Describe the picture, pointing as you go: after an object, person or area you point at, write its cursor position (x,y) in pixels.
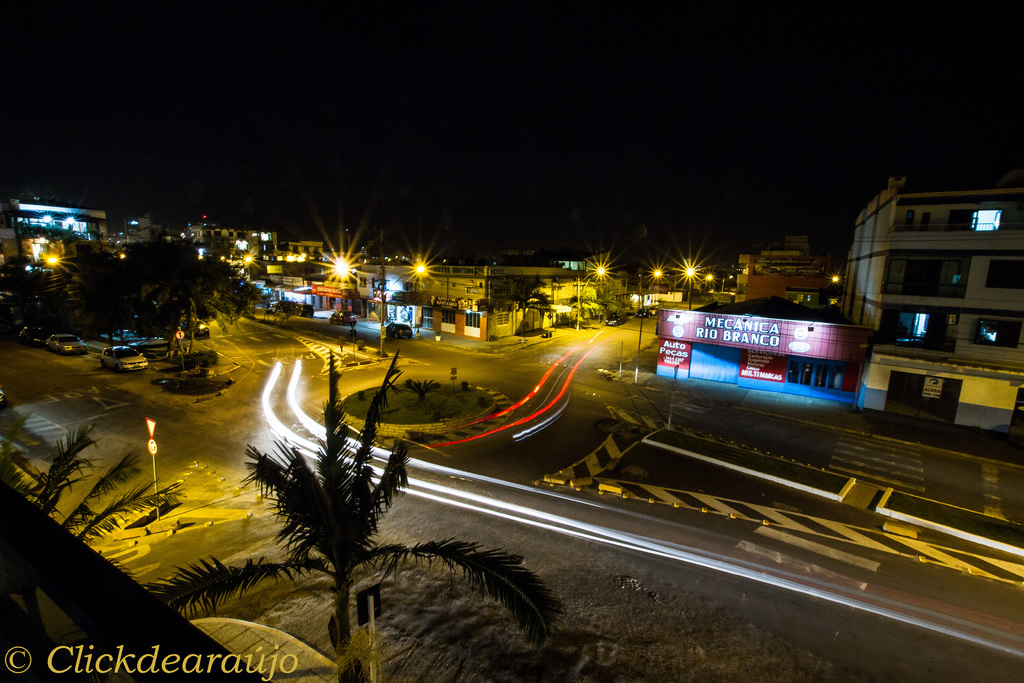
In this image, I can see the buildings (648,302), lights (544,379), trees (166,309) and there are vehicles (121,359) on the roads (579,414). There is a dark background (911,111). At the bottom left side of the image (151,674), I can see a watermark (63,669).
